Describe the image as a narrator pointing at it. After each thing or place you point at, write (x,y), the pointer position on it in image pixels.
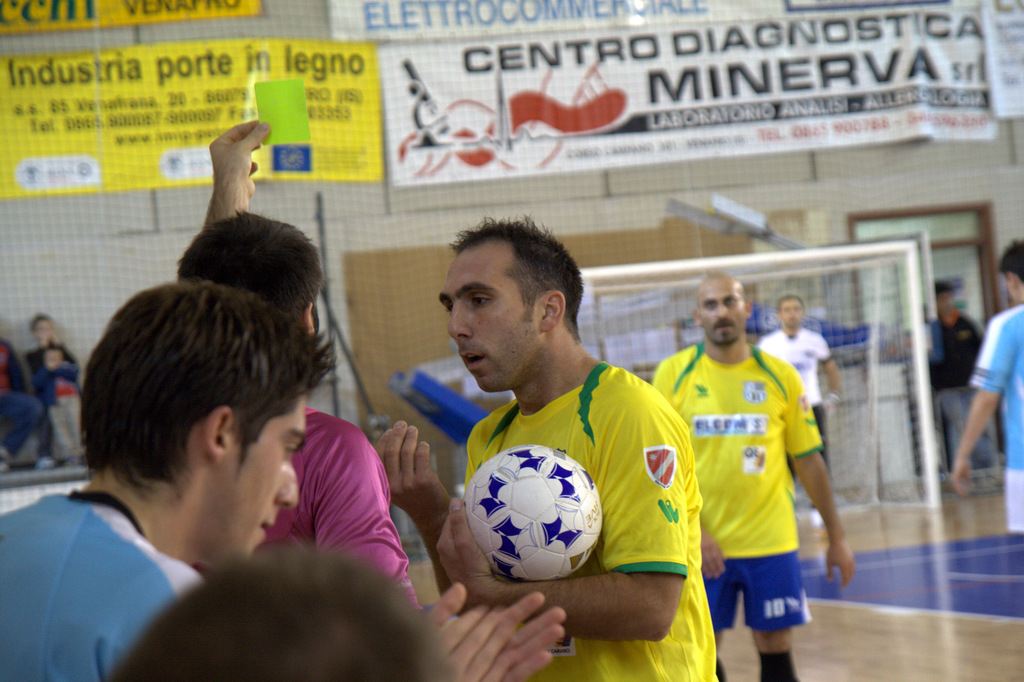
In this image there are group of people (126,499) standing on the floor (879,540). At the back side (852,338) there is a net (840,280). The person (598,475) is holding the ball (575,507).
